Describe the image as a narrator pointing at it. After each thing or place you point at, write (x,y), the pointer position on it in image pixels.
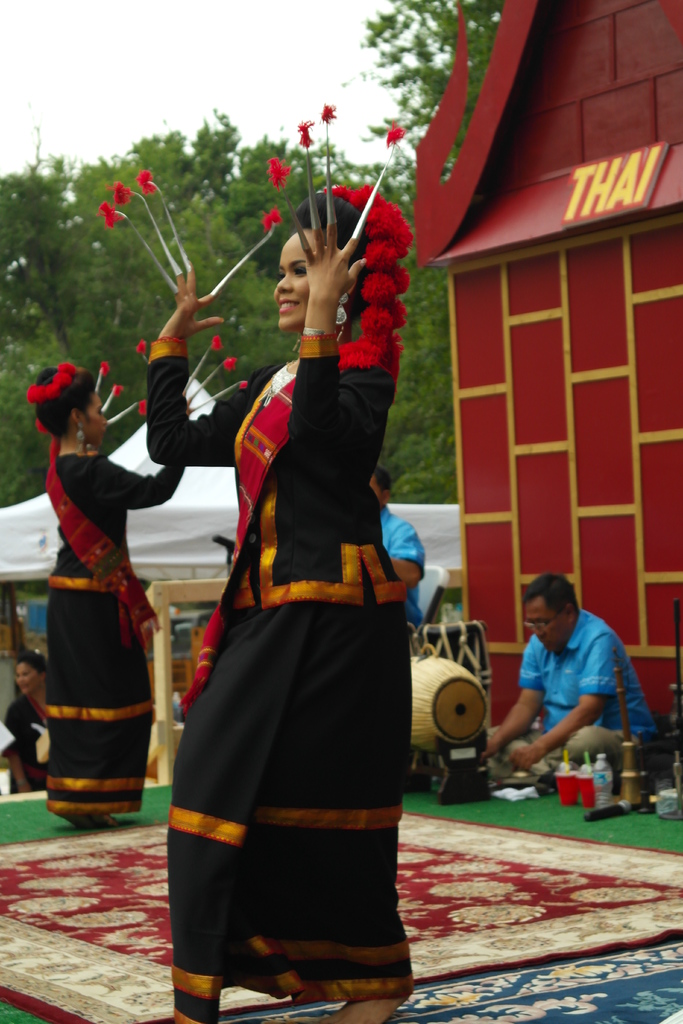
In this image in the front (264,543) there is a woman (317,536) dancing and smiling. In the background (505,864) there is carpet (431,851) on the floor (527,858) and there are persons (113,563) sitting and dancing. There is a white colour tent (222,518) and there are trees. On the right side (574,439) there is a wall (576,385) which is red in colour with some text (611,177) written on it and on the floor (569,824) there are bottles (595,775).
